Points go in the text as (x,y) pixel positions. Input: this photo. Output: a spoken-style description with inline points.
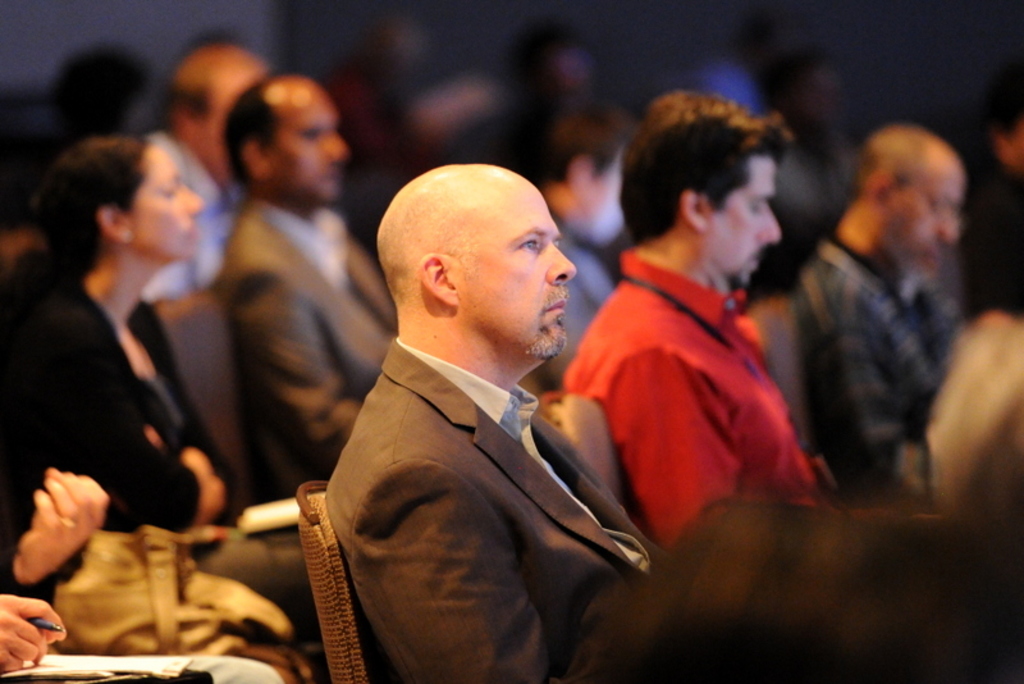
In the image few people (253,680) are sitting. In the bottom left corner of the image (18,614) a person (18,614) is holding a pen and paper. Background of the image (27,37) is blur.
